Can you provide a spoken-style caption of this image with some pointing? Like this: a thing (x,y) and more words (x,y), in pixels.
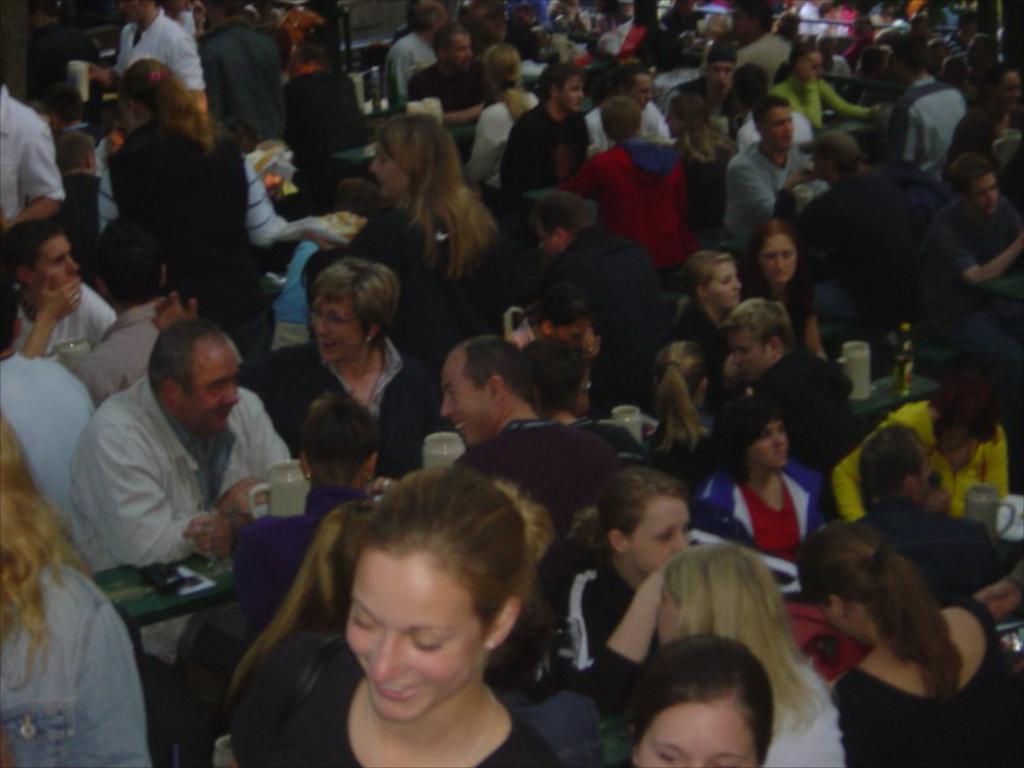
Here we can see a group of people (698,132) sitting and busy with their own works, few are standing.
